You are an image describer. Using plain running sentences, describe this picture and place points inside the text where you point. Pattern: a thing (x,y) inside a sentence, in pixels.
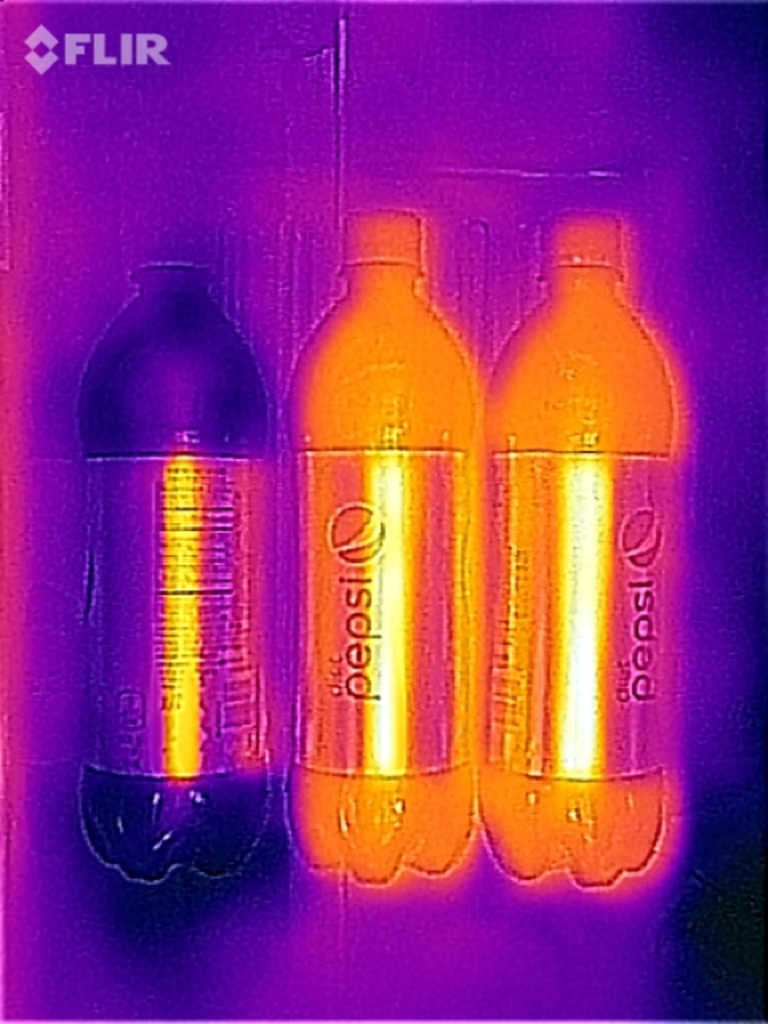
These are the Pepsi bottles (390,576) in orange color, on the left side (184,291) there is a bottle (170,594) in black color.
